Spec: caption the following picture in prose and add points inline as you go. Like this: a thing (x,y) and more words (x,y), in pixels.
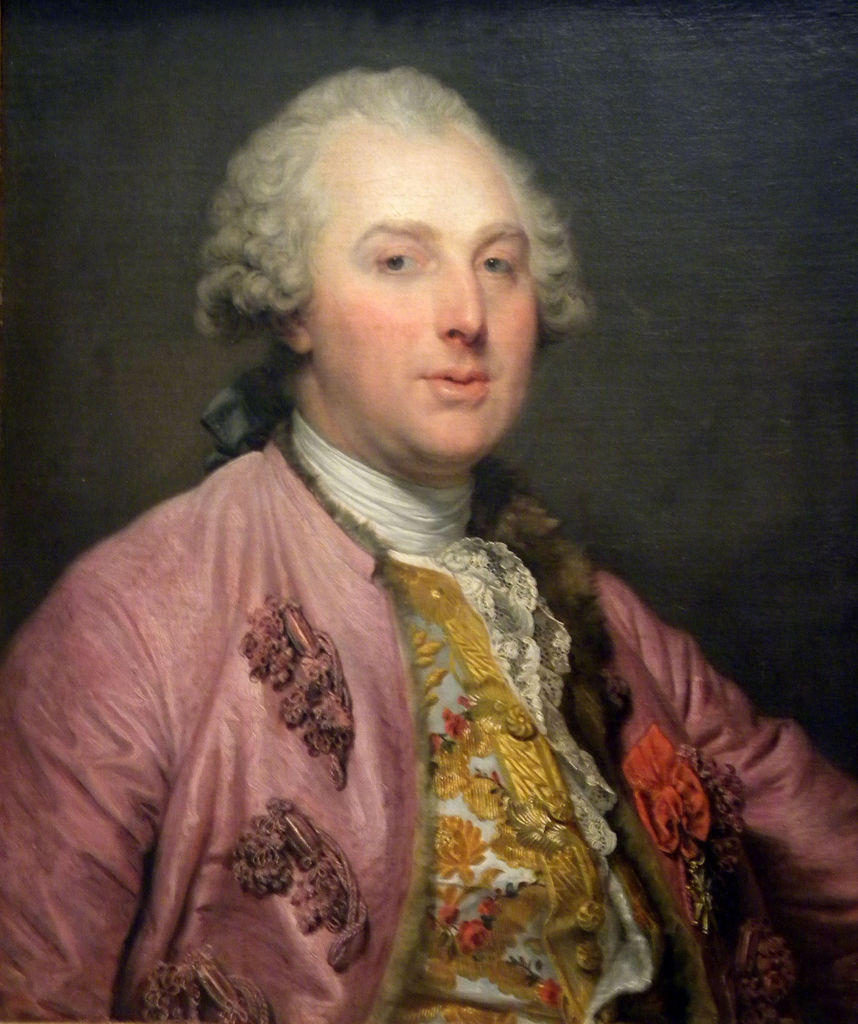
In this picture there is a person (387,695) wearing colorful clothes (520,804) and he is having curly hair (435,132).
